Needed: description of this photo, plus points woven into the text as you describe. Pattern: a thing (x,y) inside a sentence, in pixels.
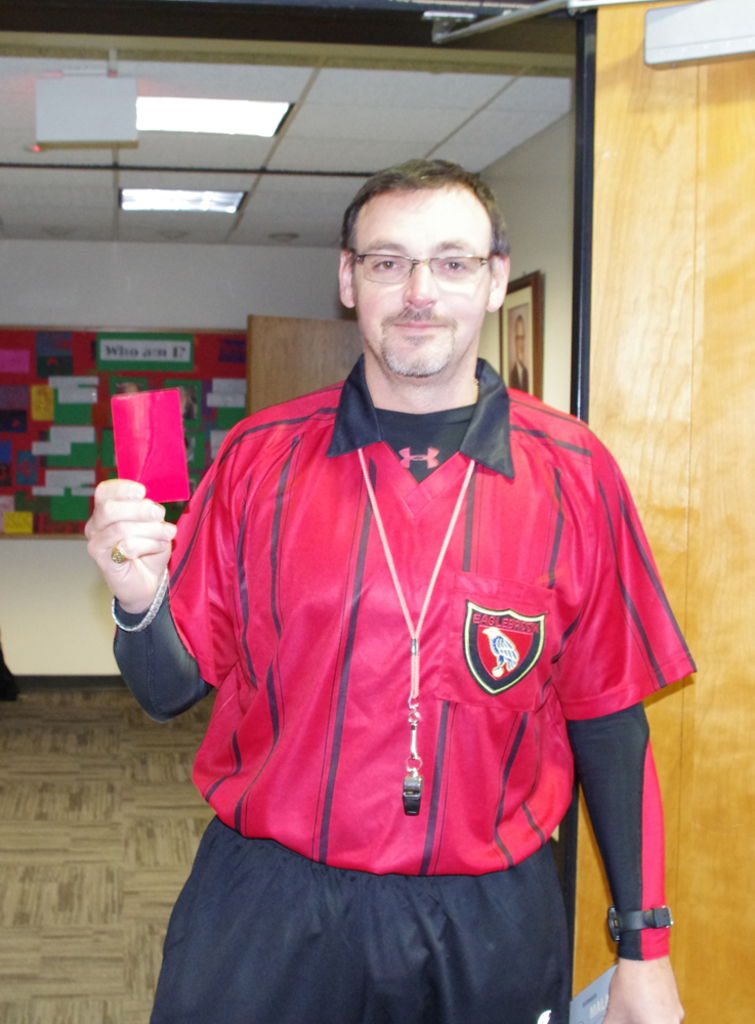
As we can see in the image there is a wall (137,287), lights (202,126), photo frame (536,372) and in the front (449,553) there is a person (475,485) wearing red color jacket (460,587).
